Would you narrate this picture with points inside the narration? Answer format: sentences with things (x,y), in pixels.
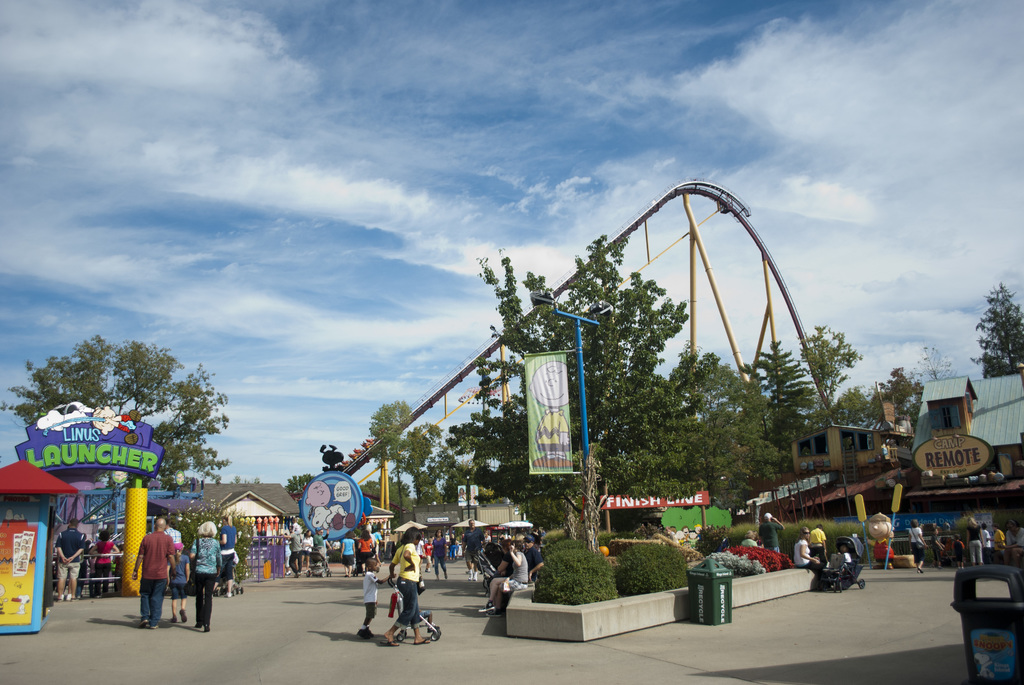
This picture might be taken from outside of the city and it is sunny. In this image, on the right side (1002,625), we can see a dustbin (1006,611) and a group of people (935,557) walking on the road (1005,584), building (908,484), trees (1003,372). On the left side (63,570), we can also see a group of people (227,569), stalls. In the middle of the image (661,396), we can see a group of people (803,566), dustbin (708,568), stroller (857,548), in that stroller (846,564), we can see a kid (844,558), plants (658,564), hoardings (966,445), group of people (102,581), houses (295,515), trees (571,409). At the top (415,128), we can see a sky (483,130), at the bottom (311,644), we can see a road (72,678).
